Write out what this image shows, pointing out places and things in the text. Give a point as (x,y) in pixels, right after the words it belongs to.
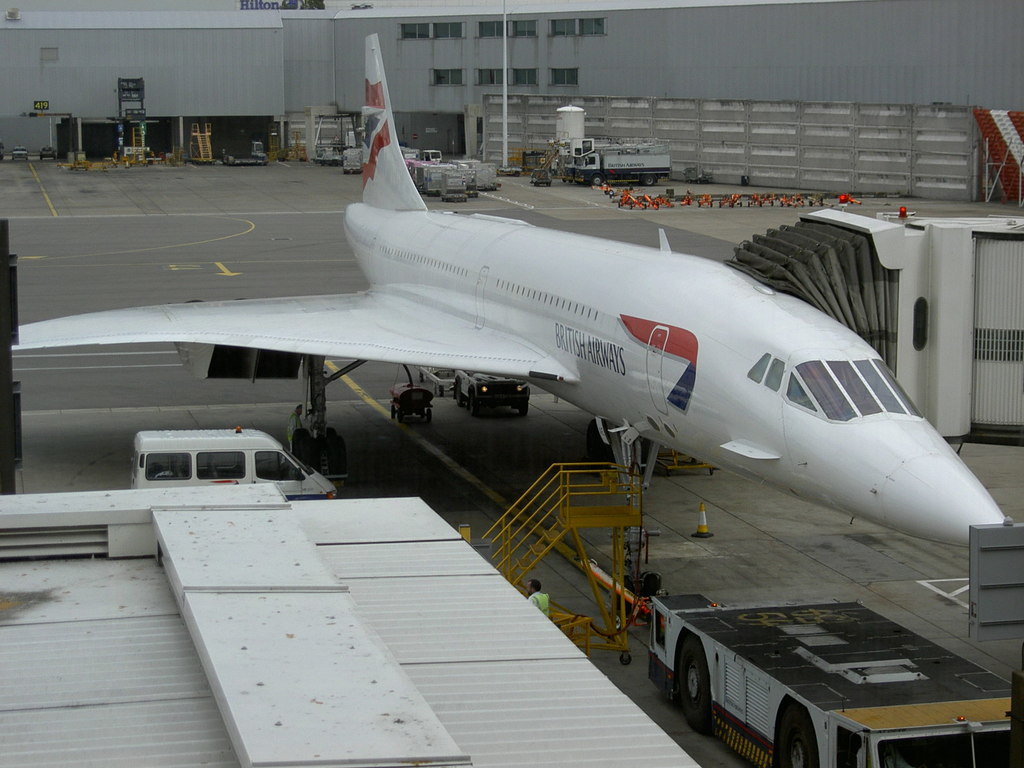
In this picture there is a view of the airport (554,448). In the front (554,393) there is a white color chartered plane (606,325) parked on the runway (145,203). In the front (421,738) bottom side we can see the shed roof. Behind we can see airport building (888,58), cars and truck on the road (286,180).
